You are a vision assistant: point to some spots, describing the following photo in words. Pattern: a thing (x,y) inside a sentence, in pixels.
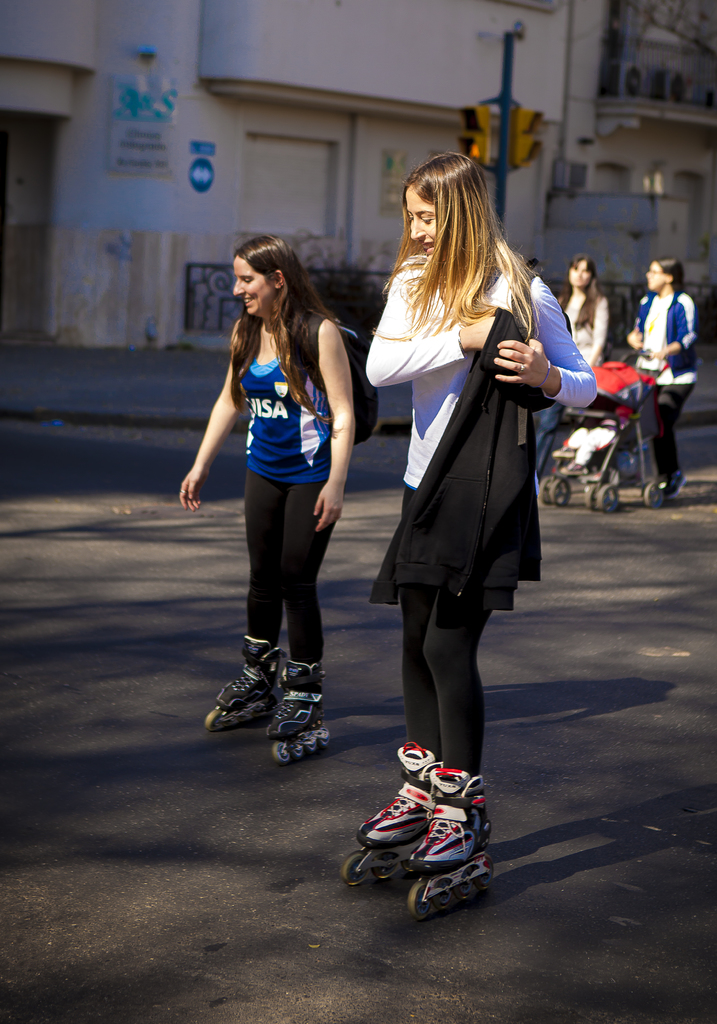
In this image in the center (311,417) there are women (314,428) skating on the road (229,460) and smiling. In the background (657,305) there are persons (593,306) and there is a woman (661,339) walking along with a trolley (624,434) and there is a pole (504,124) and there are buildings (600,48) and in front of the buildings (605,174) there are fences (361,299) and on the wall (164,182) of the building (180,179), there is a board (157,133) with some text (147,140) written on it.
